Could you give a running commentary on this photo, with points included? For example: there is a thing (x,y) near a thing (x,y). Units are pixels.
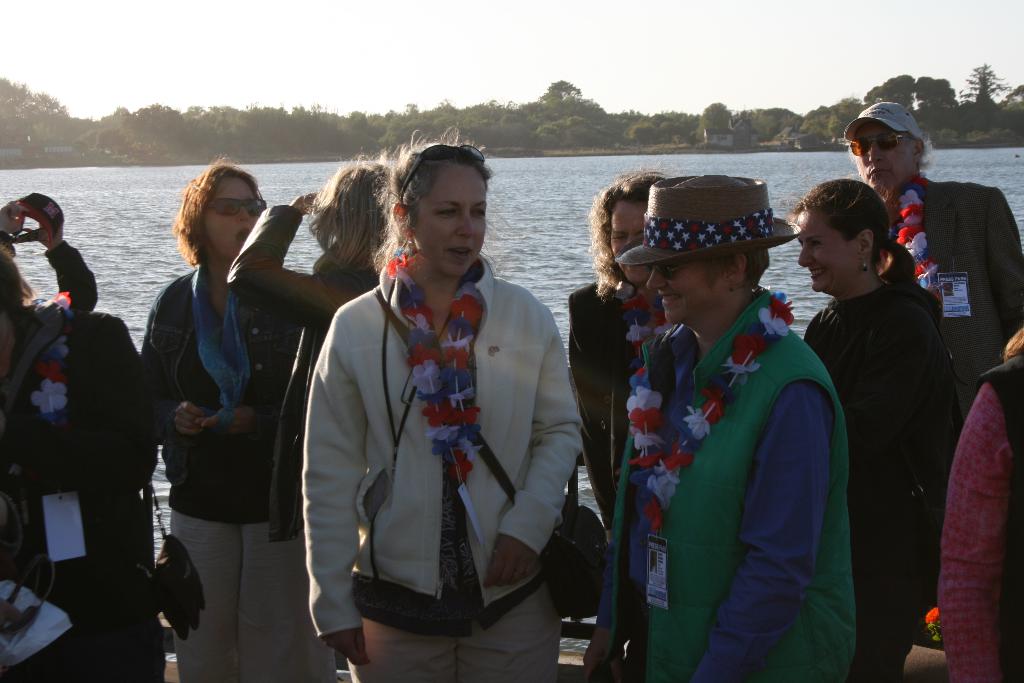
In the foreground of the picture (523,325) there are group of people (303,283). In the center of the picture (506,236) there is a water body (23,174) and there are trees (651,126). At the top (456,63) it is sky (618,23).
